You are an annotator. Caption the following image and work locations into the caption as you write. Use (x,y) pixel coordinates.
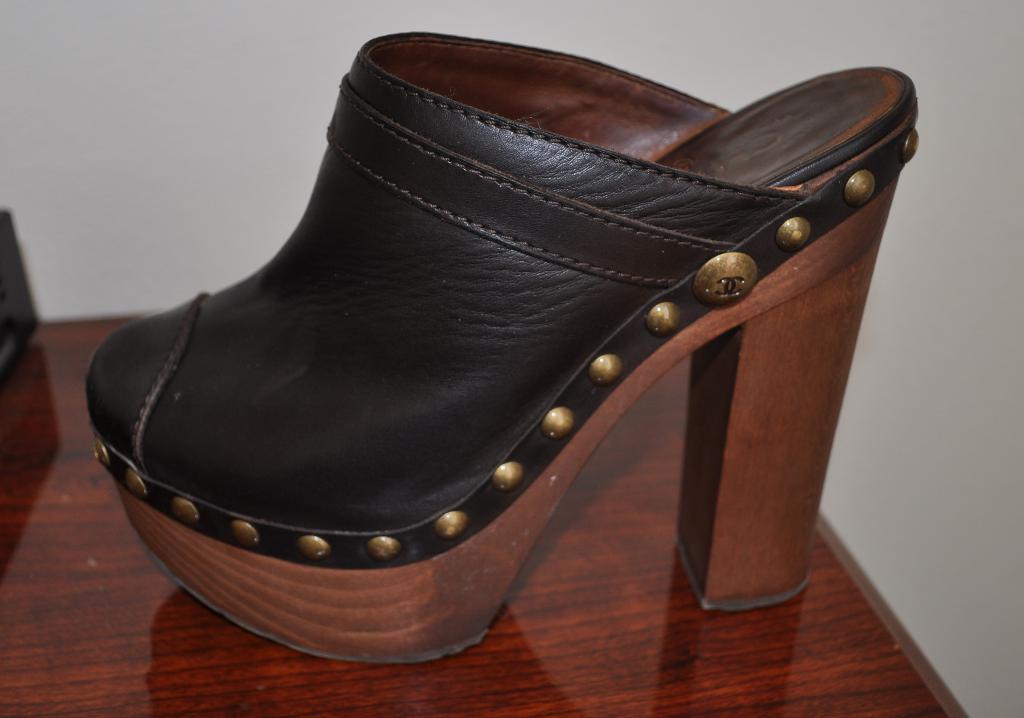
In this picture I can see a black and brown color footwear (731,300) in front (740,581) and it is on the brown color surface (503,649) and it is white color in the background (917,232).
